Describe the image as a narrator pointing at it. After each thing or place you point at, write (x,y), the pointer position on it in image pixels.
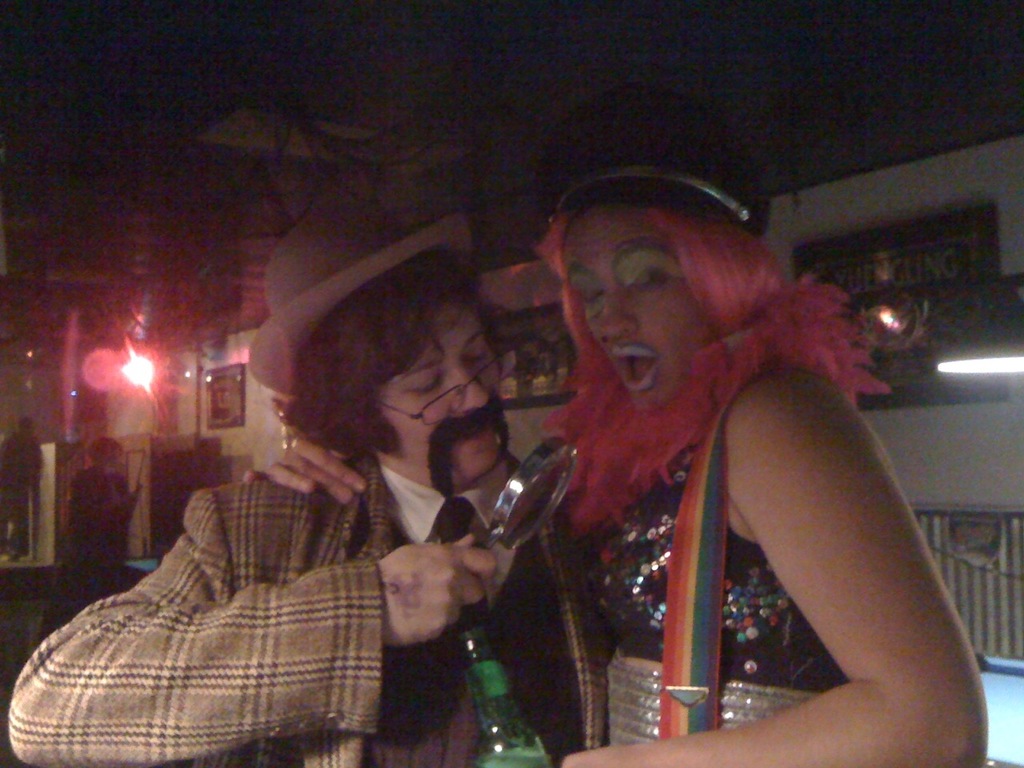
In this picture we can see two people (357,674) and one person (236,682) is holding an object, here we can see a bottle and in the background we can see people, wall (245,456), lights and some objects (221,466).
